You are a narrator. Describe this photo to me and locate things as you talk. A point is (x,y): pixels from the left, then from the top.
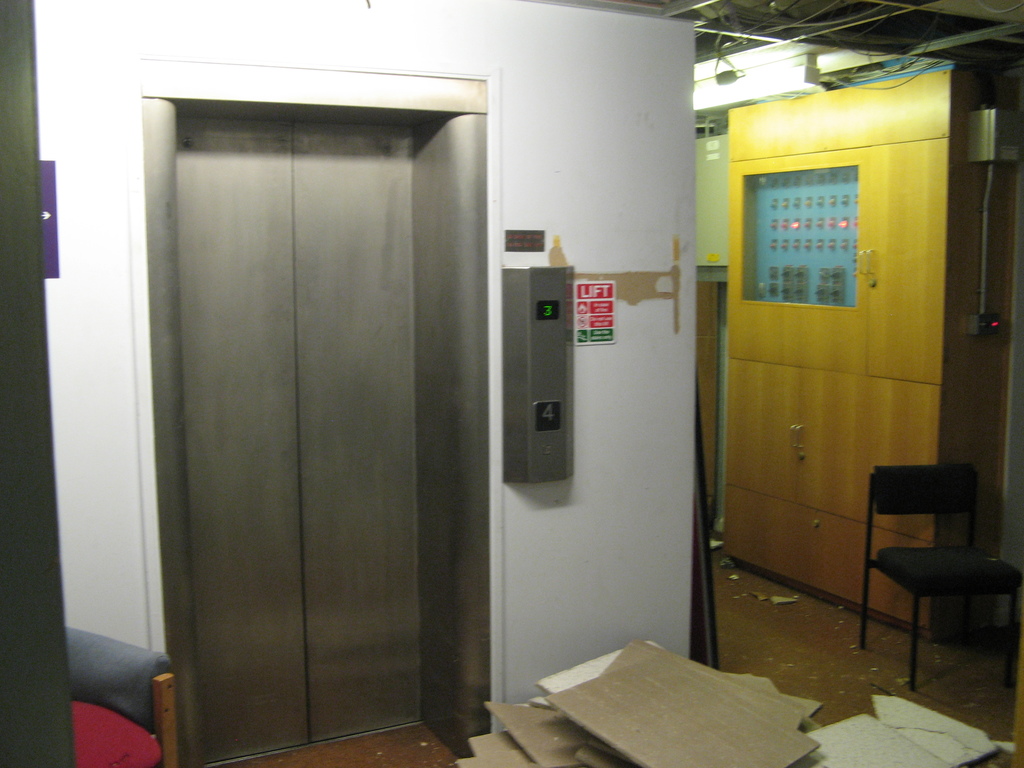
In this picture we can see many cardboard pieces (655,695) on the floor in front of a lift door (407,263). On the right side (806,261), we can see a chair (961,475) and a row (756,231) with many buttons (814,218).
